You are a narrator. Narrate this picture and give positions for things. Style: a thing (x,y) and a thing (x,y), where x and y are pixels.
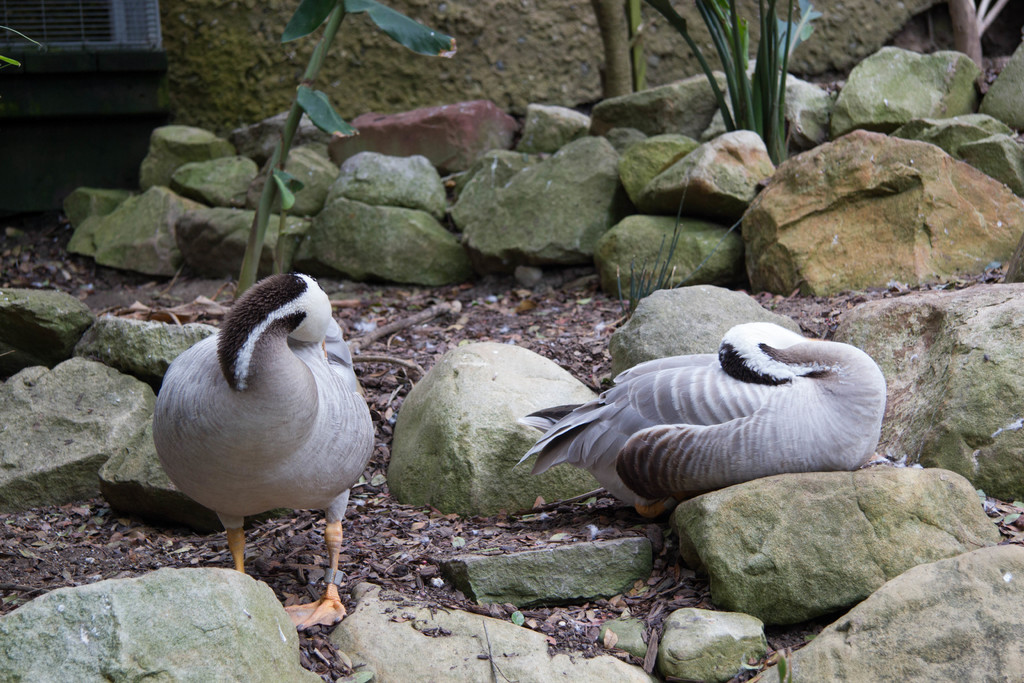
In this image I can see two birds (302,471) which are in ash, white and black color. To the side of these birds (308,440) I can see many rocks (697,509) and plants (378,16). In the background (514,18) I can see the wall (461,18).
